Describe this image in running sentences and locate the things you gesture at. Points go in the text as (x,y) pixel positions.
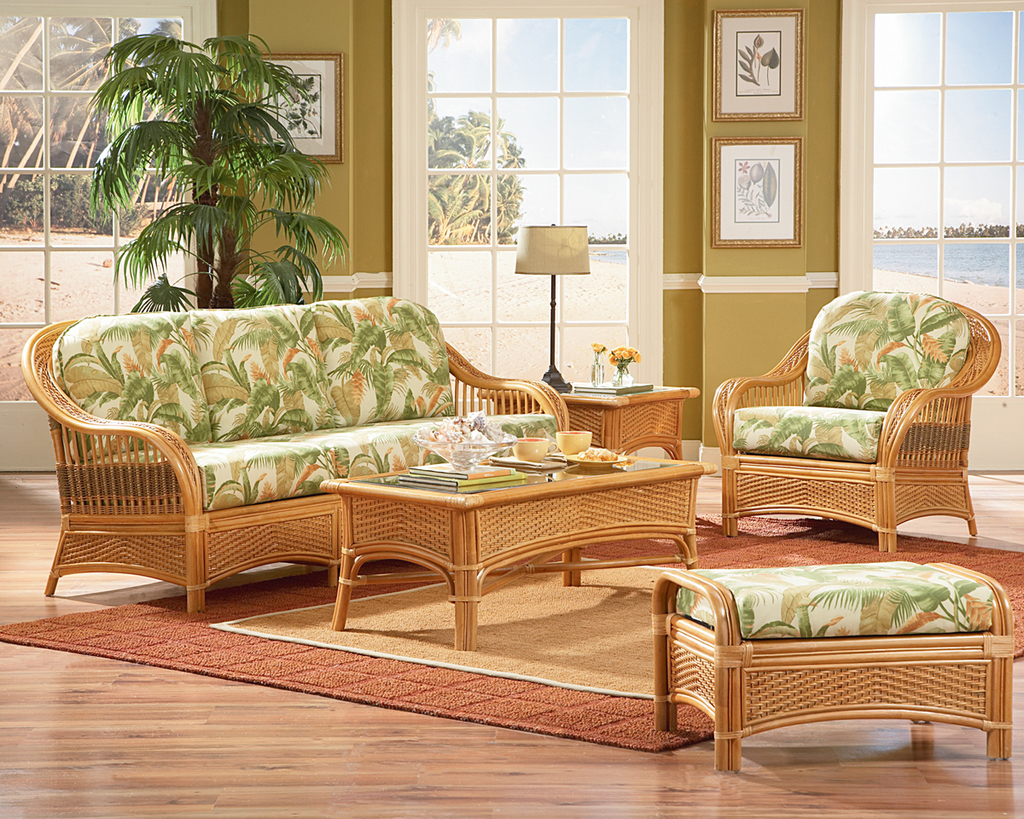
In this image we can see a couch (267,434), chair (824,383), table (454,558) with some objects (518,473) on it. At the bottom of the image (309,757) there is wooden flooring (359,709). There is a carpet (608,578). In the background of the image (744,181) there are photo frames (782,174) on the wall (332,6). There are glass windows (25,69), plants (236,198), lamp (531,271). Through glass windows (578,208) we can see trees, sky (624,82), water (963,260) and sand (466,301).
